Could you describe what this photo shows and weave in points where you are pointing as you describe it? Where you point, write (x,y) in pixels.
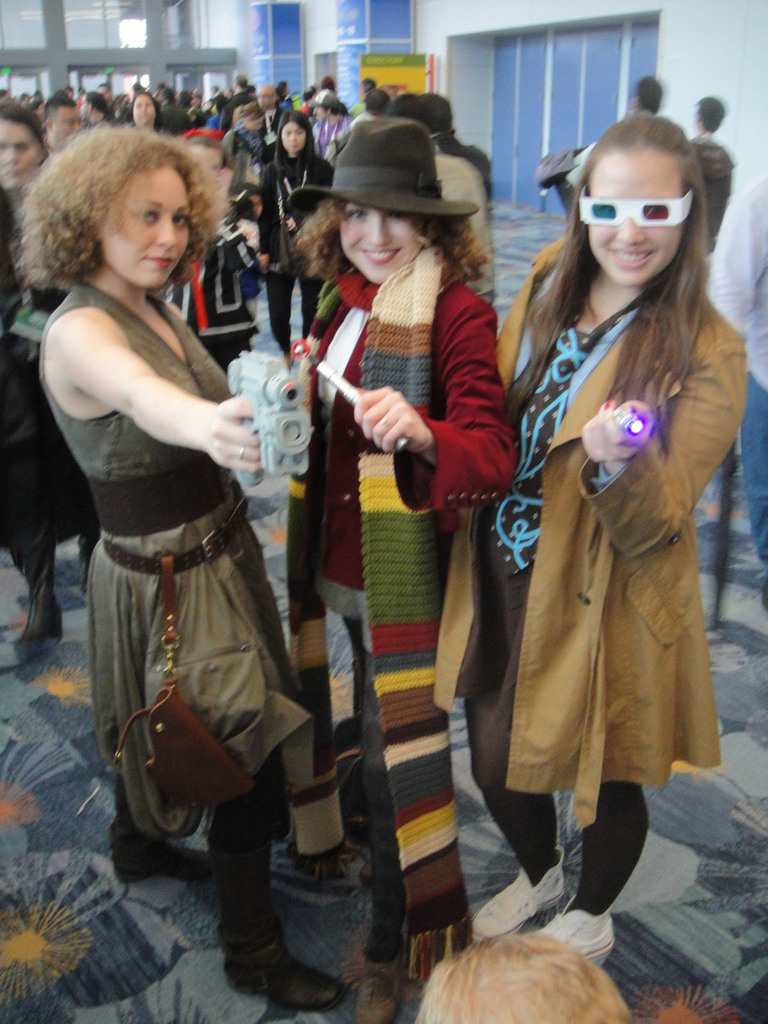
In this image, in the foreground (98,259) there are three girls (146,340) looking at someone, and at the back (12,176) there are many people (320,98) standing.
